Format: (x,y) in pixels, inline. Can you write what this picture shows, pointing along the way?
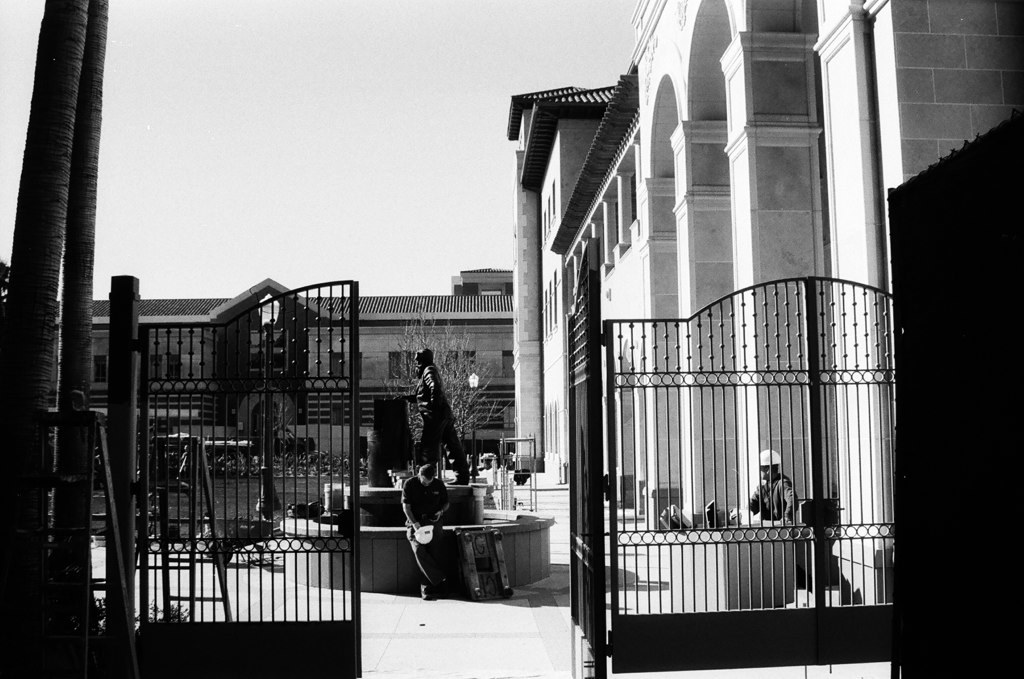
This is a black and white image which is clicked outside. In the foreground (176,485) we can see the metal gate (281,349) and in the center (446,424) there is a sculpture (440,391) of a person (446,422) and we can see the two persons (414,535) sitting and there are some items (713,522) placed on the ground (469,610) and we can see the buildings (634,194). In the background (501,5) there is a sky (245,179).
